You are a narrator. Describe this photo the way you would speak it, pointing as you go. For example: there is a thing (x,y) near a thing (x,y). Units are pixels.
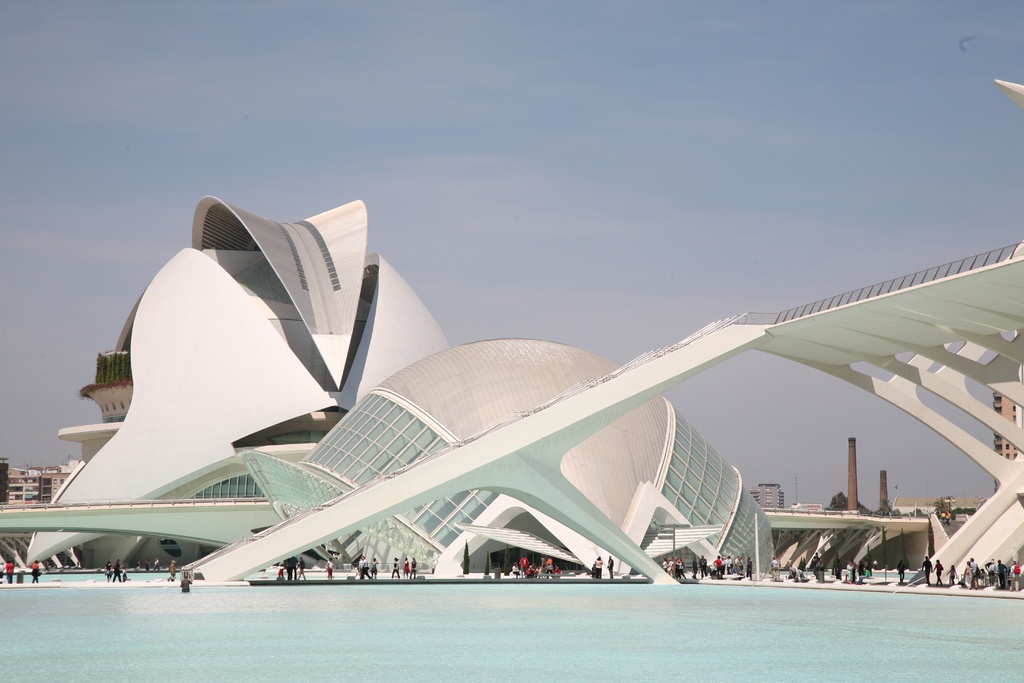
In this image we can see some buildings (557,368). We can also see a group of people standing beside a water body (728,632), a tower (856,481), some trees (838,506) and the sky (519,208) which looks cloudy.
